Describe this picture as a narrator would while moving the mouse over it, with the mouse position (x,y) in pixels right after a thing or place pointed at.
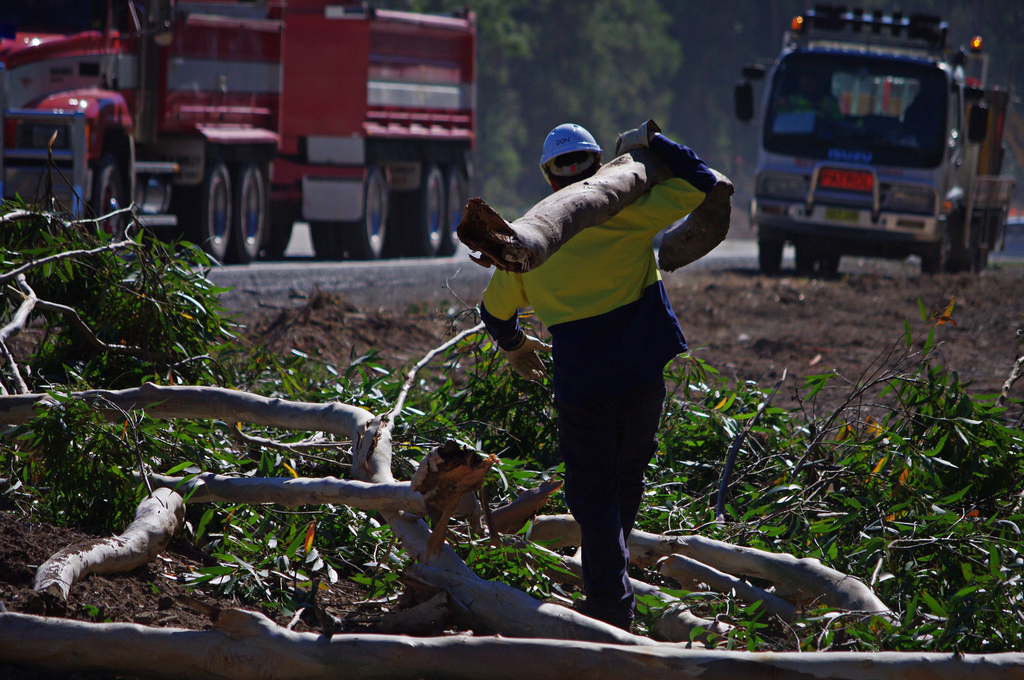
In this picture we can see trees (744,79), vehicles (159,45). We can see a man (595,455) wearing a helmet (562,134) and he is carrying a branch (536,242) on his shoulder (663,195). We can see branches (149,504) and leaves (977,612).
